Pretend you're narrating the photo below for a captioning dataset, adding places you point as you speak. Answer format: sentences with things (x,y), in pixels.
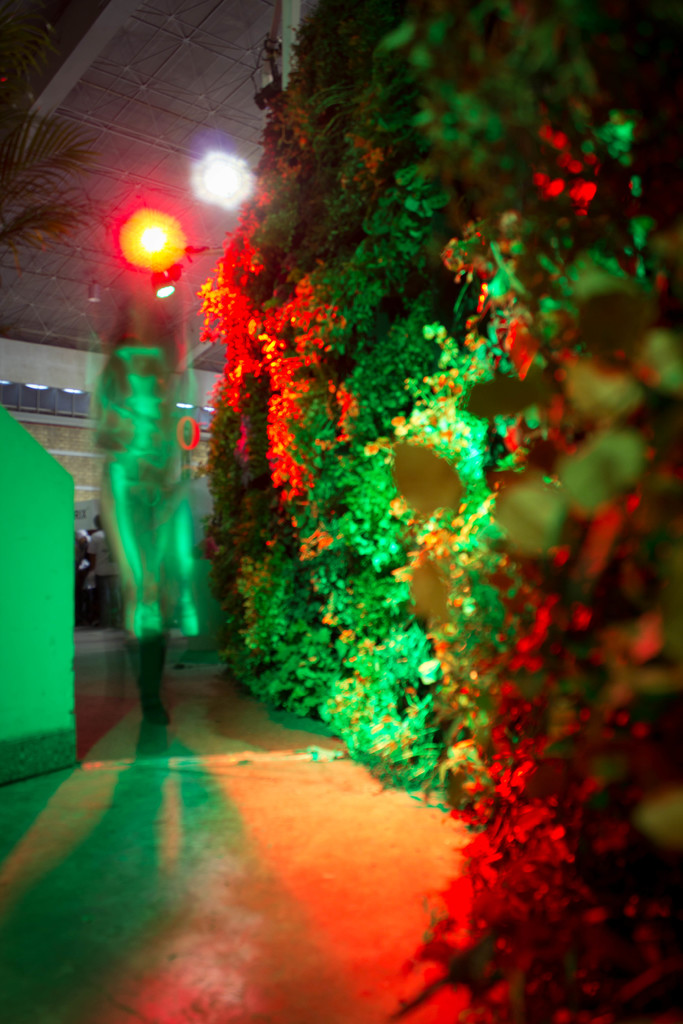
In this image we can see a wall (401,454) with creeper plants (365,212), a light (266,94) attached to the wall (340,163) and there are lights (207,198) to the ceiling (159,108), there are leaves (25,152) of a tree (39,139) and an object (28,603) looks like a wall (51,624) on the left side (48,558) and a person (148,551) standing on the floor (178,777) and in the background (60,424) there is a wall (58,437) with few objects (69,388).
